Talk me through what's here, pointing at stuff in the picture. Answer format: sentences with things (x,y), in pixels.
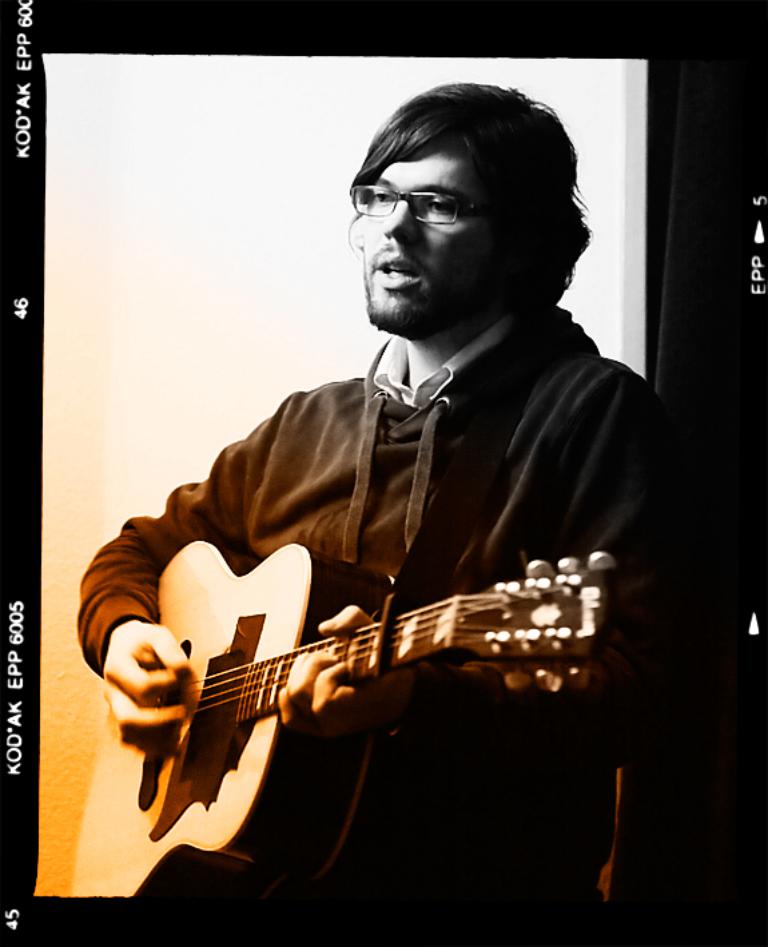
In this picture there is one man (422,792) standing and he is holding a guitar (535,622), and he is singing and this man (419,355) is wearing spectacles (442,215).
